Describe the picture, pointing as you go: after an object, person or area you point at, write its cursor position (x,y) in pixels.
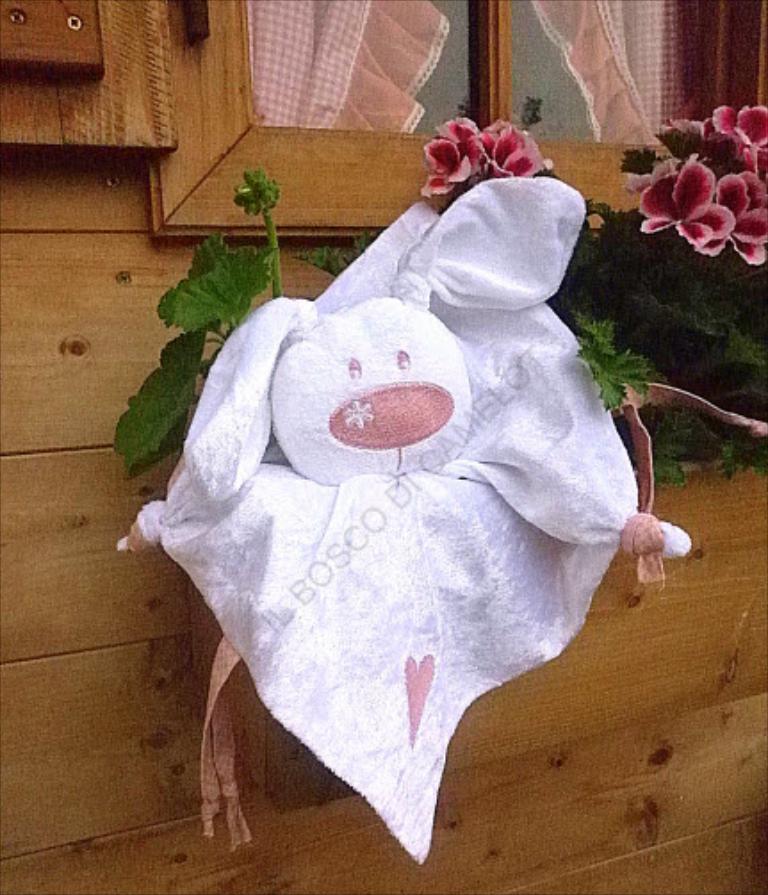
In this image I can see few pink colour flowers (499,147), number of green leaves (638,298) and a white cloth (493,357). In the background (352,183) I can see the wall (43,231), a window (469,72) and through the window (423,98) I can see two curtains (378,66). I can also see a watermark (271,609) in the centre of the image (483,418).
